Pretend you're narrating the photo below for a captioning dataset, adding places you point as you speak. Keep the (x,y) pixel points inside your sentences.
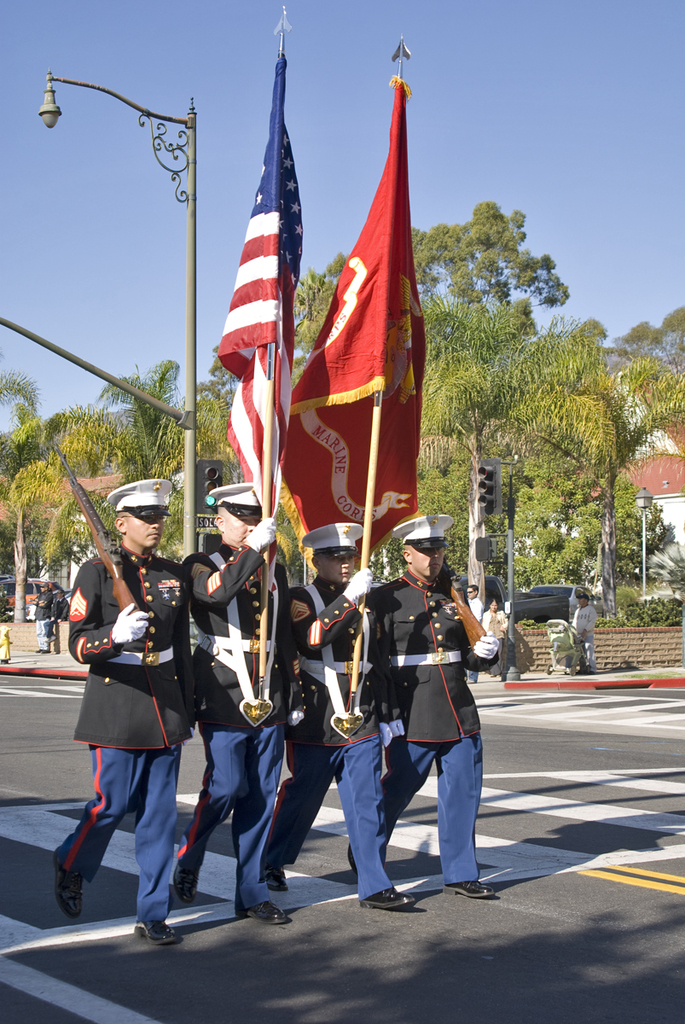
In this image there are group of persons (250,662) walking in the center (295,679) holding flags (311,525) and guns (455,597). In the background (197,434) there are trees (513,415) and there is a pole (514,562) and there are persons (61,598).
